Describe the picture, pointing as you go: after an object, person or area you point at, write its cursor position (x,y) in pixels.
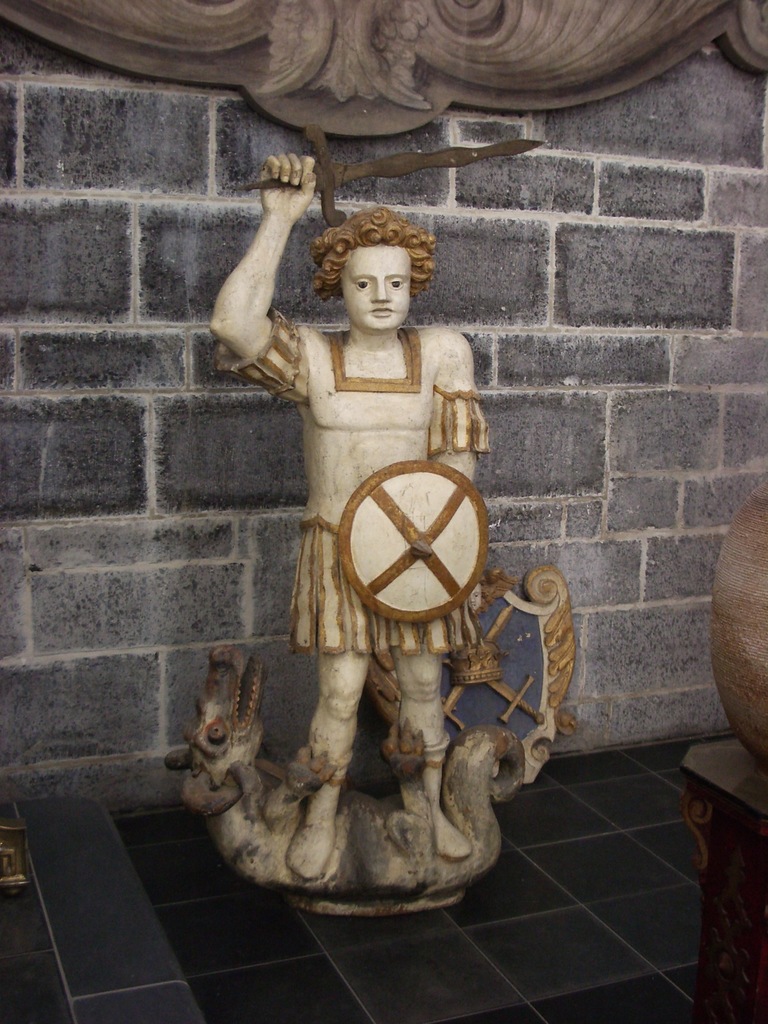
In the center of the image (345,385) we can see statue (439,874). In the background (659,388) there is wall (62,580).
